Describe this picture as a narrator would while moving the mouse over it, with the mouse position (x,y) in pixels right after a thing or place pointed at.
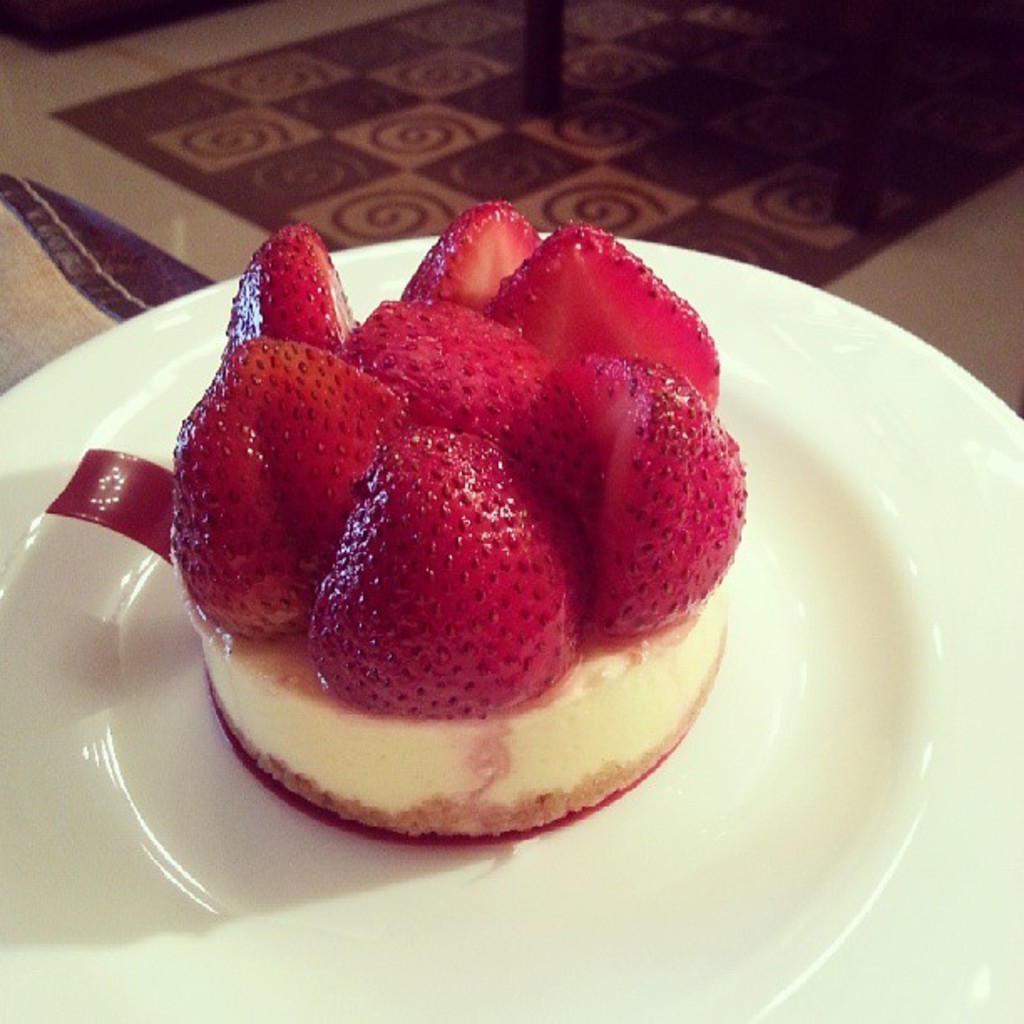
In this picture I can observe some food (278,650). There are some strawberries (407,503) placed on the food (320,711). The food (526,509) is placed in the plate (274,866). The plate (459,945) is white color.
